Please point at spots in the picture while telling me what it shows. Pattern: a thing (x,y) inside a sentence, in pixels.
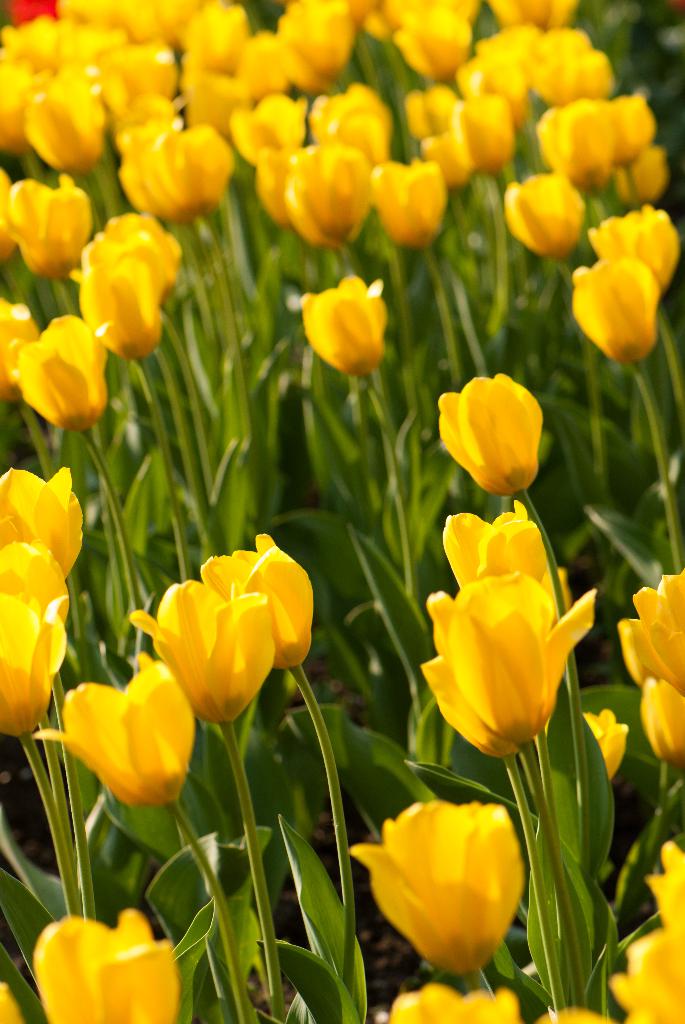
In the image we can see some flowers (18,327) and plants (255,206).
